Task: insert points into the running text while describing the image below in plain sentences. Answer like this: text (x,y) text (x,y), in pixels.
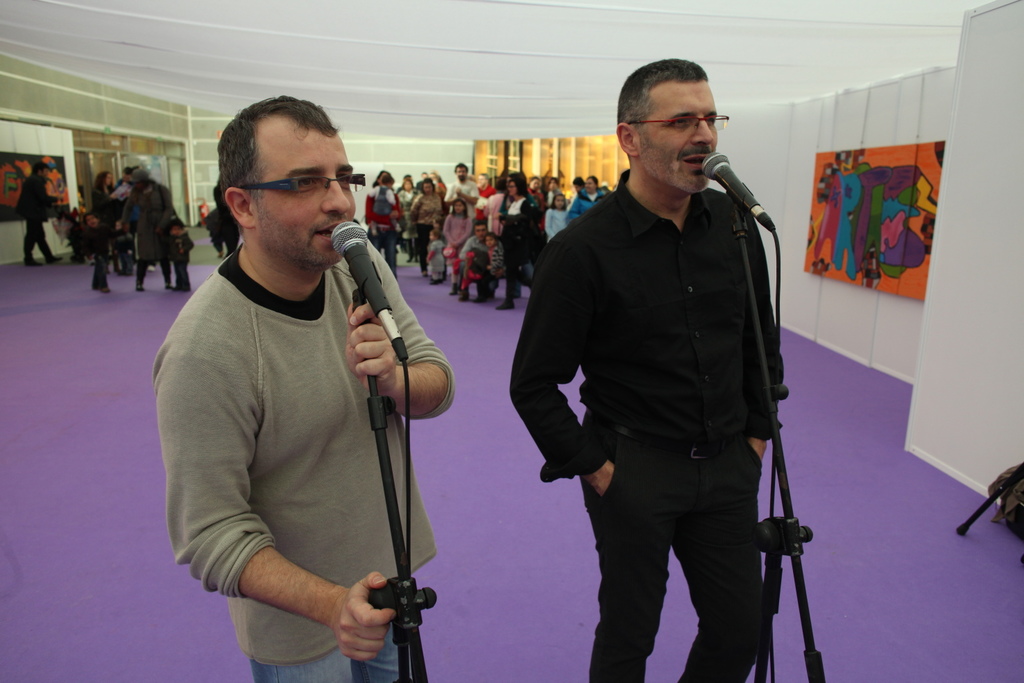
there are two man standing in front of microphone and there is a painting (866,222) on wall (913,135). And a lot of crowd (444,189) standing at back (513,195).
